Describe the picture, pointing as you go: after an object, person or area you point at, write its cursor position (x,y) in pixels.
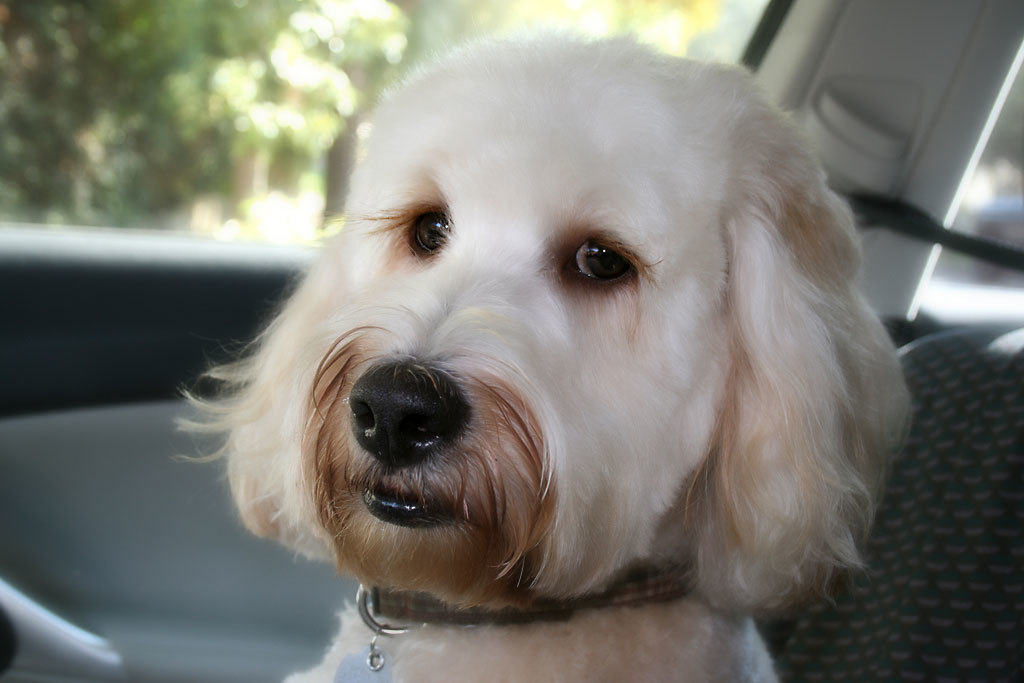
In the image there is a dog (511,443) sitting on a seat (931,366) inside a car (60,299), there are trees (135,184) visible from the window (374,31) of the car (166,243).
